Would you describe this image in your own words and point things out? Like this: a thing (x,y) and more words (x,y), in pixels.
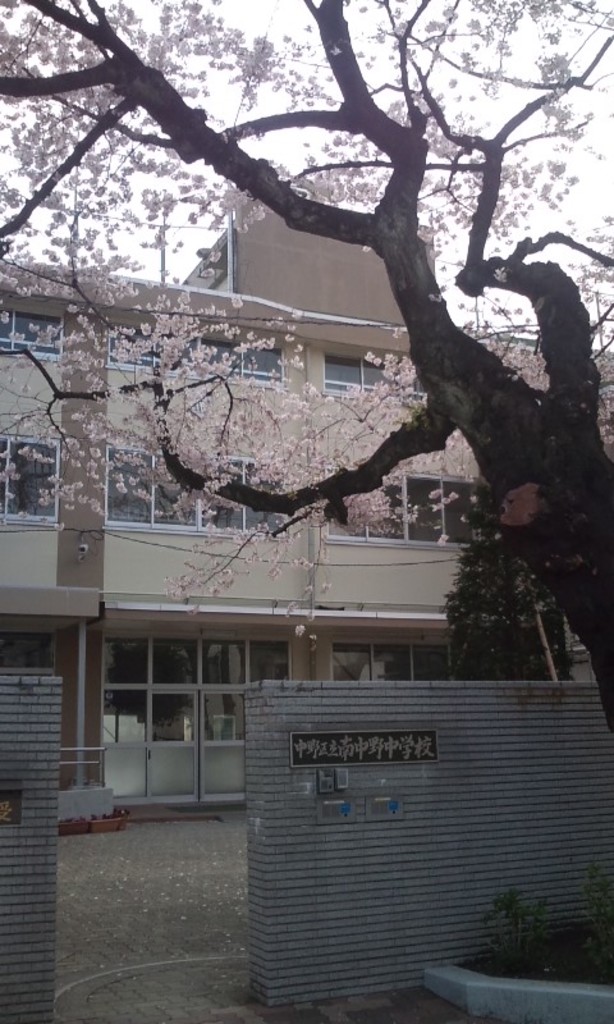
In this image, I can see a building (209,681) with glass doors (153,688) and windows (439,524). On the right side of the image (504,514), there is a tree (515,511) with flowers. At the bottom of the image (329,764), I can see a name board (318,764) attached to the wall (283,781) and there are plants (522,937). In the background (491,256), there is the sky (610,185).
